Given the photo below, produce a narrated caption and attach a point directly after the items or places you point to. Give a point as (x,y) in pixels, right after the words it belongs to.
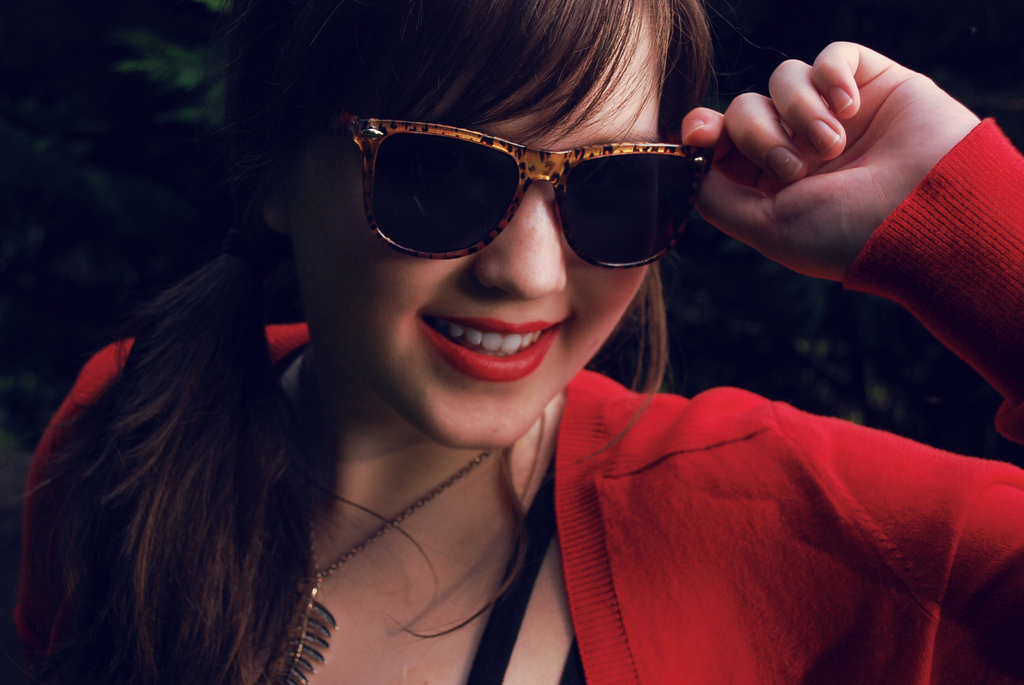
As we can see in the image in the front (466,505) there is a woman (494,435) wearing goggles (601,199) and red color dress (704,587). The background (190,21) is dark.
